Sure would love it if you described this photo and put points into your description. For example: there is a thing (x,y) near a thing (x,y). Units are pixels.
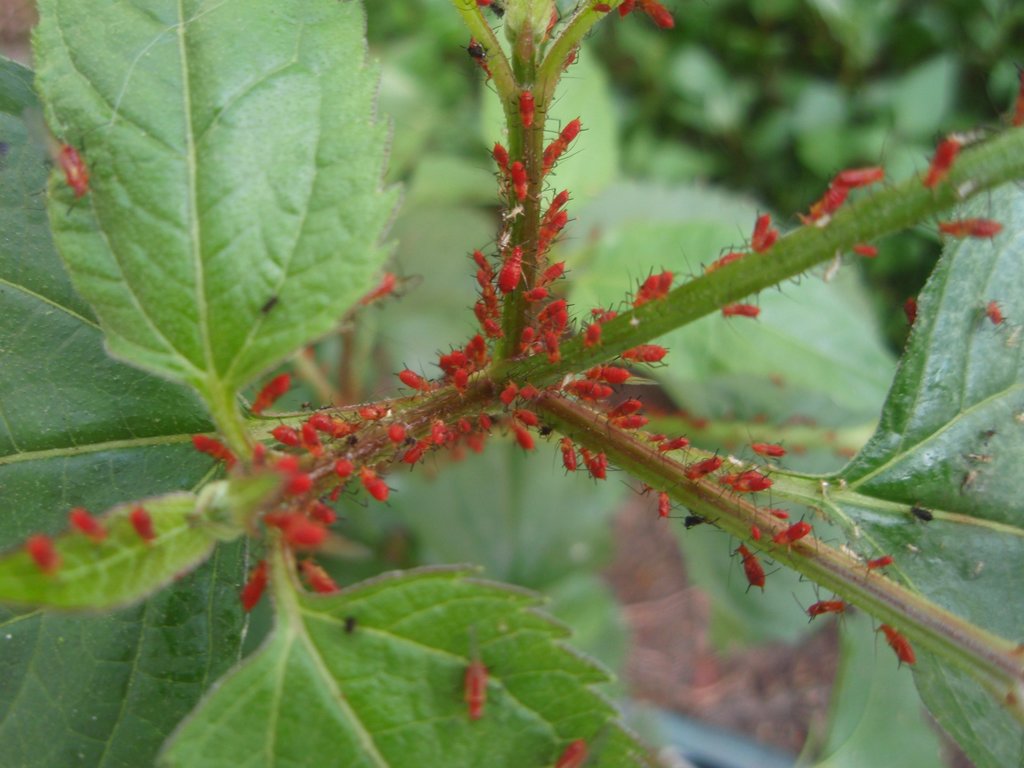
In this image we can see some plants (537,386), so many insects (482,295) are on the leaves (580,723) and stems (984,172) of a plant (711,280).
